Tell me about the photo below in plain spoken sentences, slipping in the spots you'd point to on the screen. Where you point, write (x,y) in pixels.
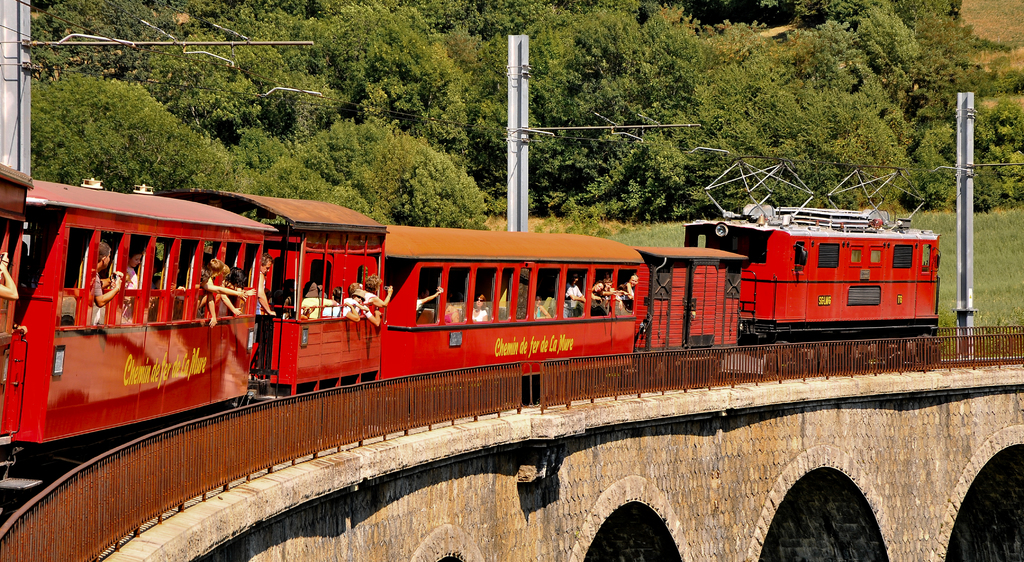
In the picture there is a train (540,243) on the bridge (534,557), there are many people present in the train (465,328), there are poles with the cables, there are trees (195,133), there is an iron pole fence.
